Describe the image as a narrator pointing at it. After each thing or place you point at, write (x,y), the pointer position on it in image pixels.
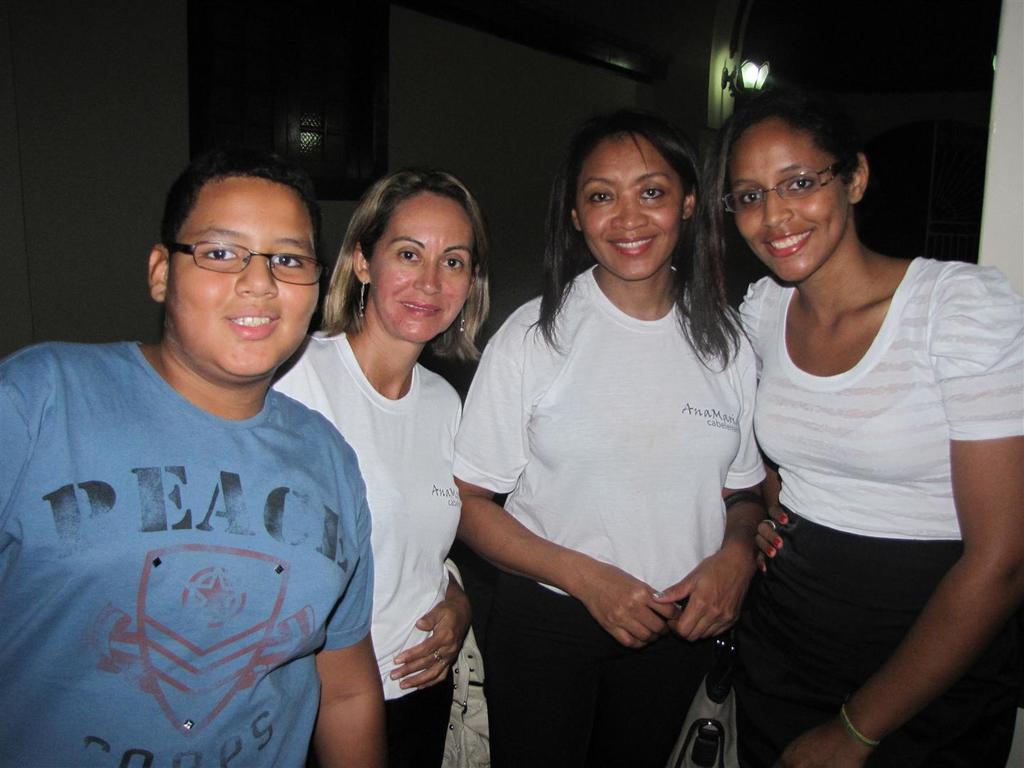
In this image we can see the people (555,391) standing. In the background (498,154), we can see a wall (460,118) with window (276,133) and light (766,76).
